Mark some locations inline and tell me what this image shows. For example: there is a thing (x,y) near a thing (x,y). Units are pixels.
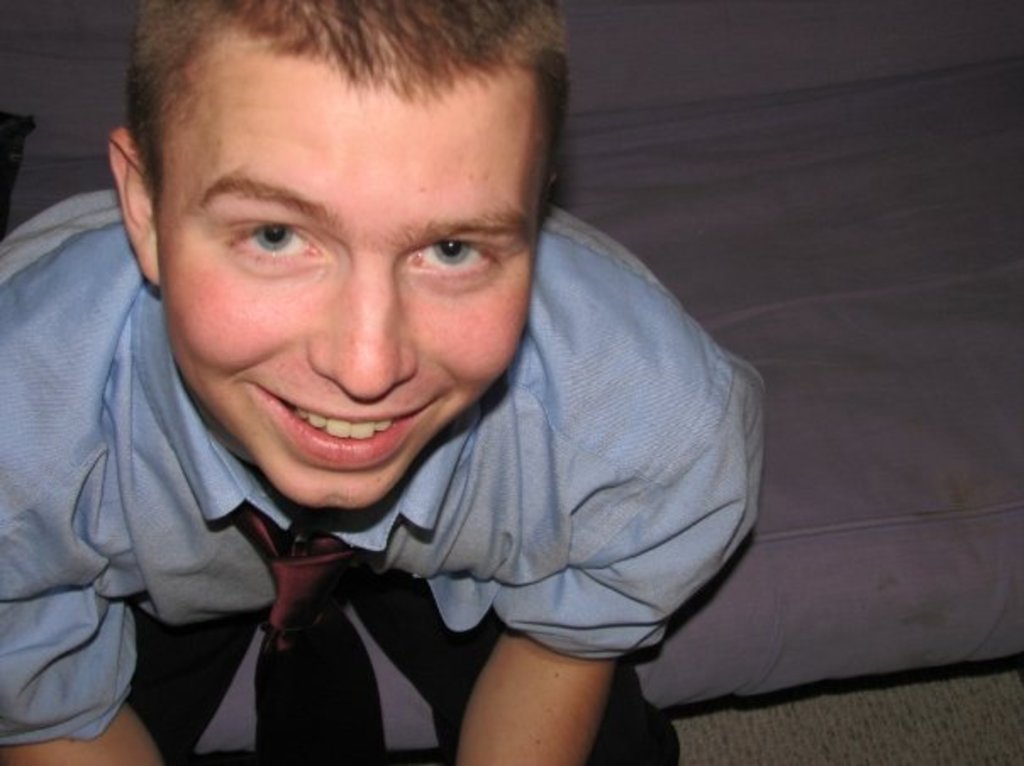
In this image we can see a person (343,397) with a smile on his face (408,92).
